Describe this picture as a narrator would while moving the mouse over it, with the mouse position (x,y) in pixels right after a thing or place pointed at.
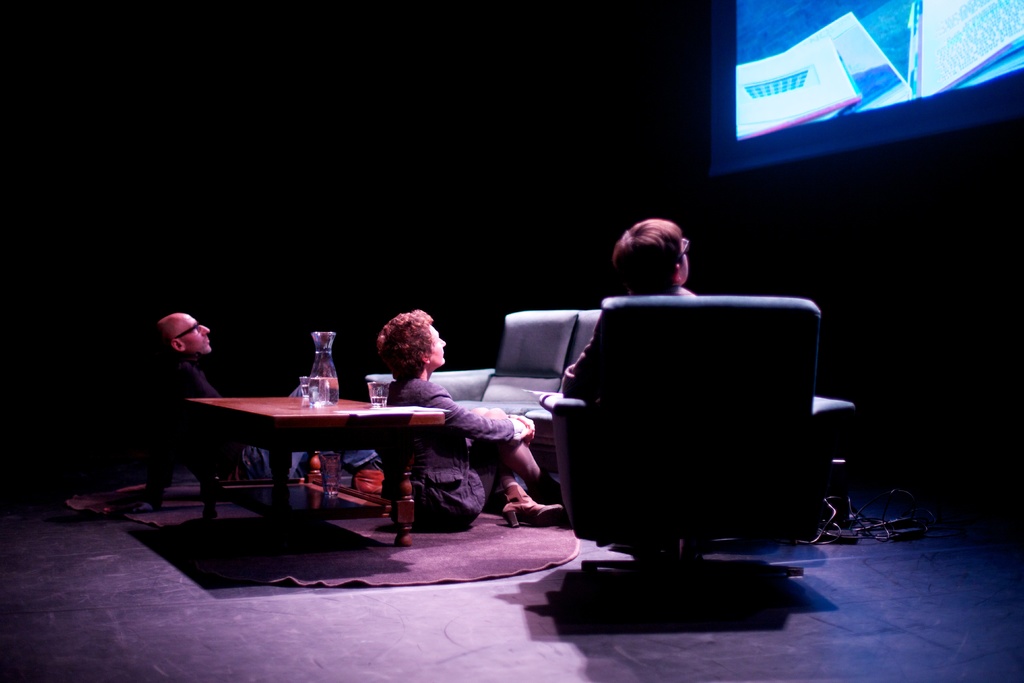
In this picture we can see three people (624,263) one person (653,285) is seated on the chair (692,419), and two are seated on the floor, besides them we can find glasses (385,396), jug (333,370) on the table (297,423), and they are watching television (830,118).
